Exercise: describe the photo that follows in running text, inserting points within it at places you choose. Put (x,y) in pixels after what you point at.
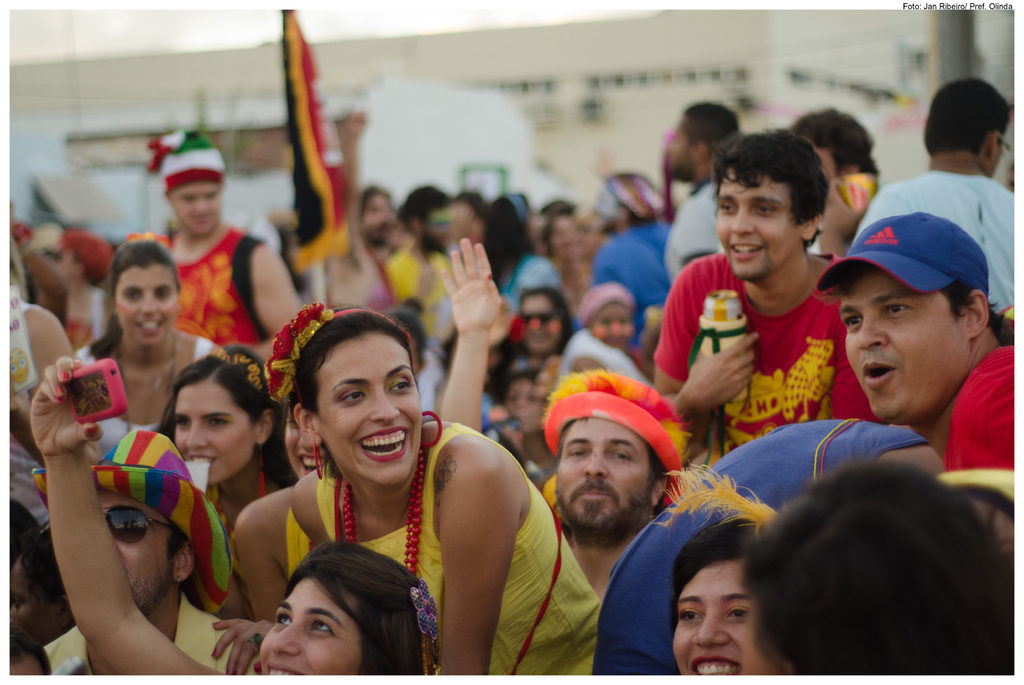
In this image we can see a group of people (778,343) and few of them holding objects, there is a flag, blurred background (485,406).
